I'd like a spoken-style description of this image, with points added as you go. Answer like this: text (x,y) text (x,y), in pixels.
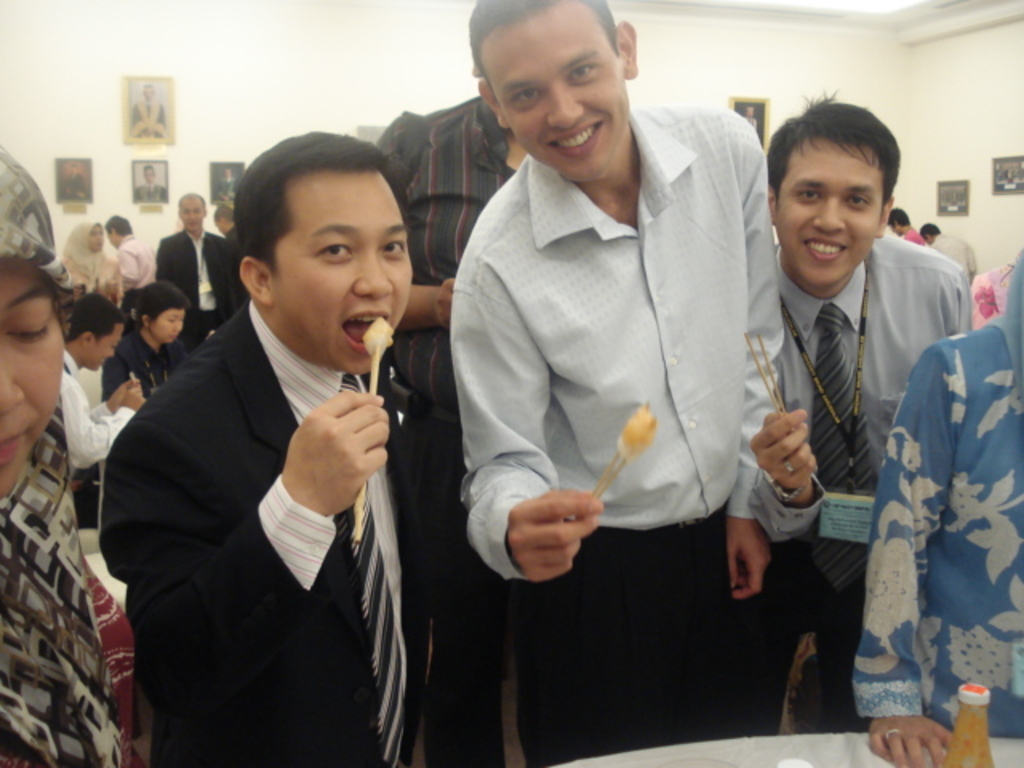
In the image we can see there are men (514,425) standing and they are holding a stick (606,489) on which there is a food item (637,426) attached to it. Behind there are people (132,342) sitting and there are photo frames (64,184) on the wall (656,93) and on the table (703,746) there is a ketchup bottle (958,730).
